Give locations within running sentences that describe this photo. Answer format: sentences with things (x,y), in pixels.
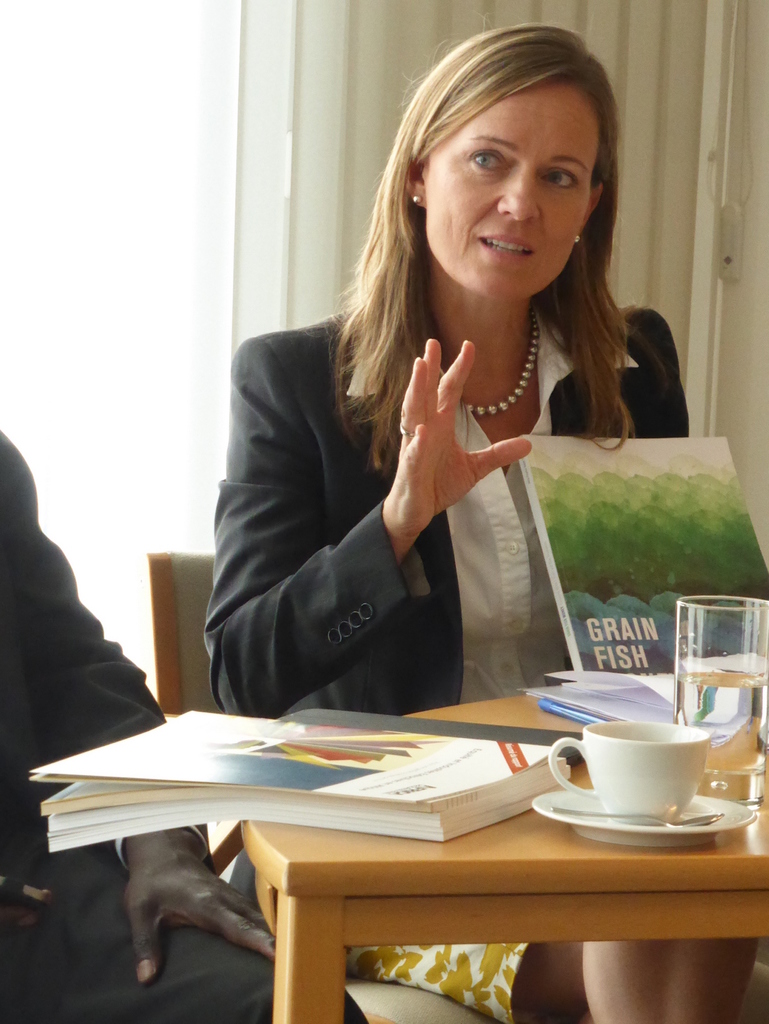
This image consists of a table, chair (201,572) and two persons (427,402). The one who is in the middle (306,576) is women (540,164), behind her there is window blind (337,236) on that table (330,921) there is cup (625,791), saucer (672,833), spoon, glass (699,645), pen (584,711), paper (588,697), books (445,768). She is holding one book (643,605), she has a chain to her neck (509,337). The person (99,868) who is sitting on the left side (43,999) is wearing black color dress (115,871).
